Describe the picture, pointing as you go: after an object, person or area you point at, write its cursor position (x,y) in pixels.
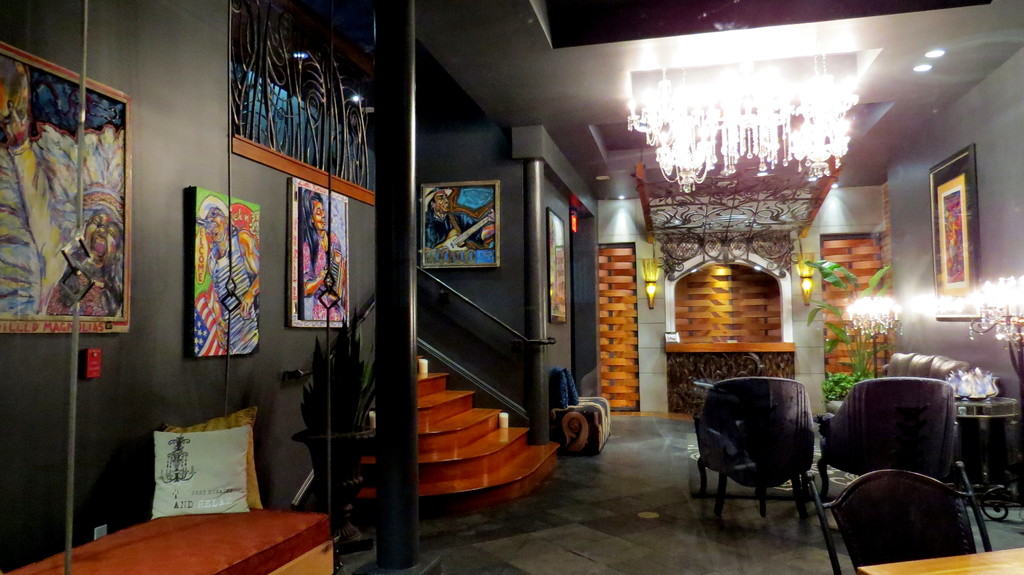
In this image we can see chairs (805,443), couch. To the left side of the image (201,320) there is a wall (134,219) with photo frames (12,166). At the top of the image (710,131) there is ceiling (591,159) with lights (673,154). At the bottom of the image (602,535) there is floor (602,535). There are staircase (483,452). To the right side of the image (974,313) there are lights (851,304). There is a plant (834,385).
